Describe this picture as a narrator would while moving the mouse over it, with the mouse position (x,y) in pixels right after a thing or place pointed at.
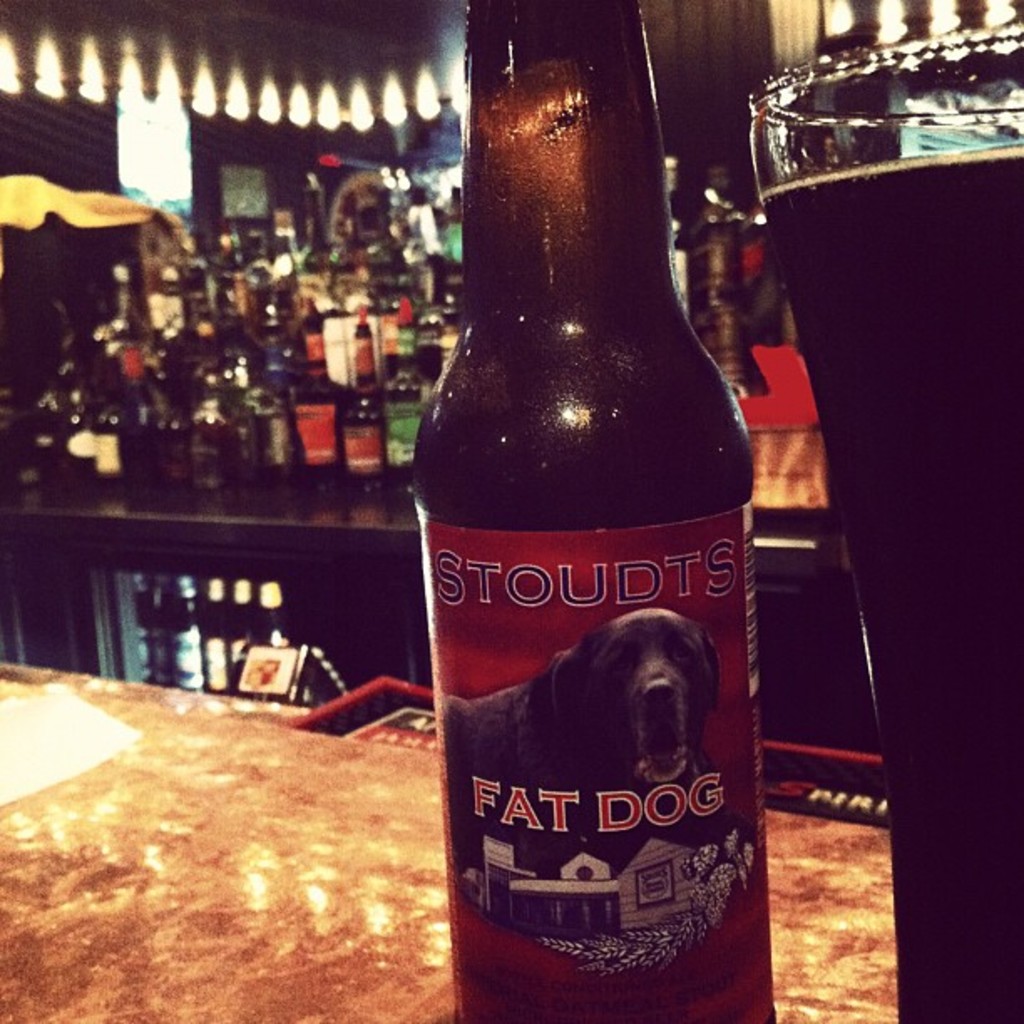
In the center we can see table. On table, there is a glass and beer bottle (552,557) named as "Fat dog". In the background (737,276) there is a light (324,104), table (280,485), wall (261,141) and bottles (430,359).
